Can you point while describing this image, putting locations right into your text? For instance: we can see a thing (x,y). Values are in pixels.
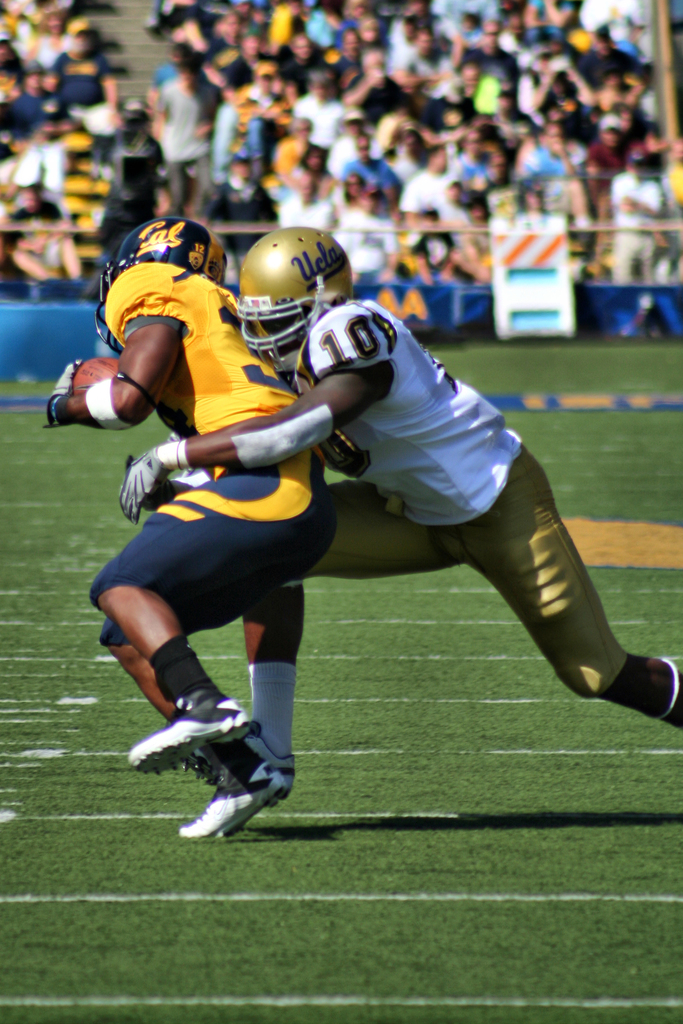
In this image I can see two people (340,513) on the ground (435,841). In the background (332,172), I can see some other people (375,129).
